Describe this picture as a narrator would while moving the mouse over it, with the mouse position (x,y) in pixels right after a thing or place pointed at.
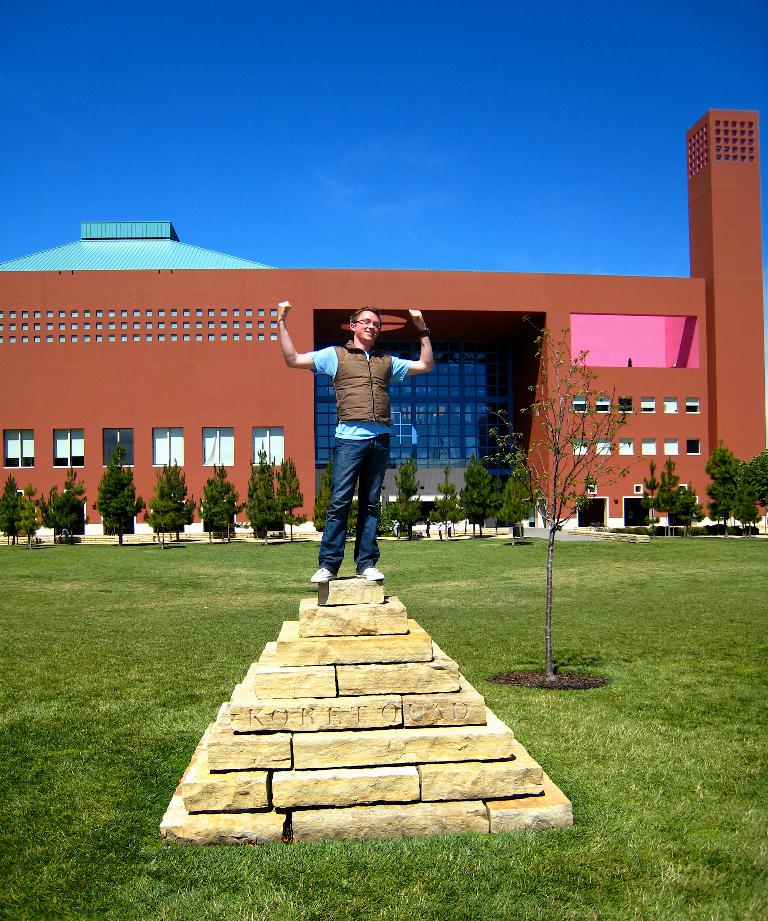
In this image I can see a man (357,435) standing on the pyramid (392,785) which is on the grass (730,597), at the back (714,491) there are some trees (723,515) and building (244,521).
